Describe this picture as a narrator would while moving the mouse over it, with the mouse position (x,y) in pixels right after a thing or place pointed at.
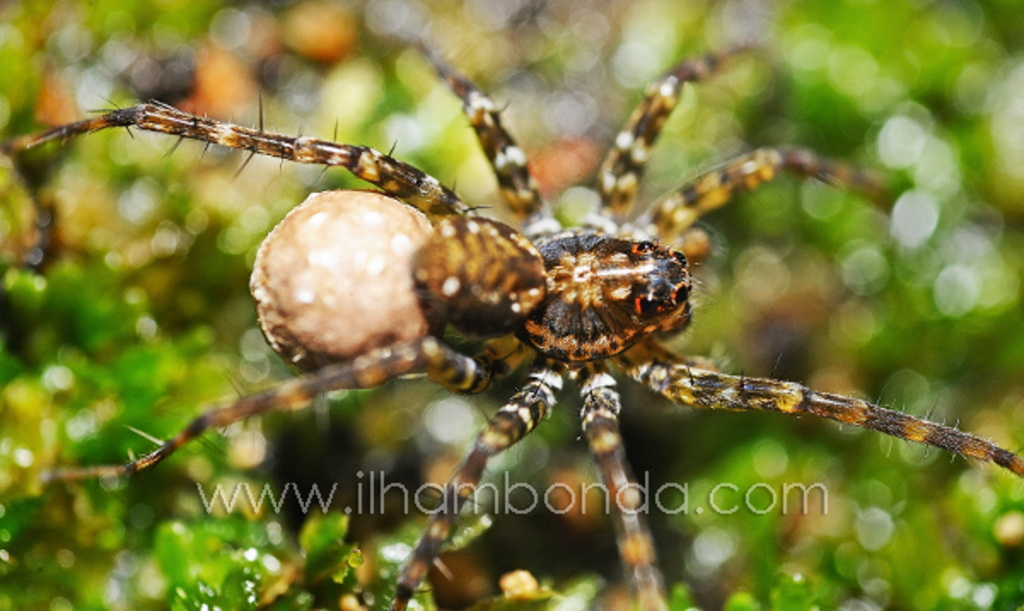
In this image we can see spider (488,352) which is brown in color and in the background of the image (146,351) there are some leaves (146,351).
